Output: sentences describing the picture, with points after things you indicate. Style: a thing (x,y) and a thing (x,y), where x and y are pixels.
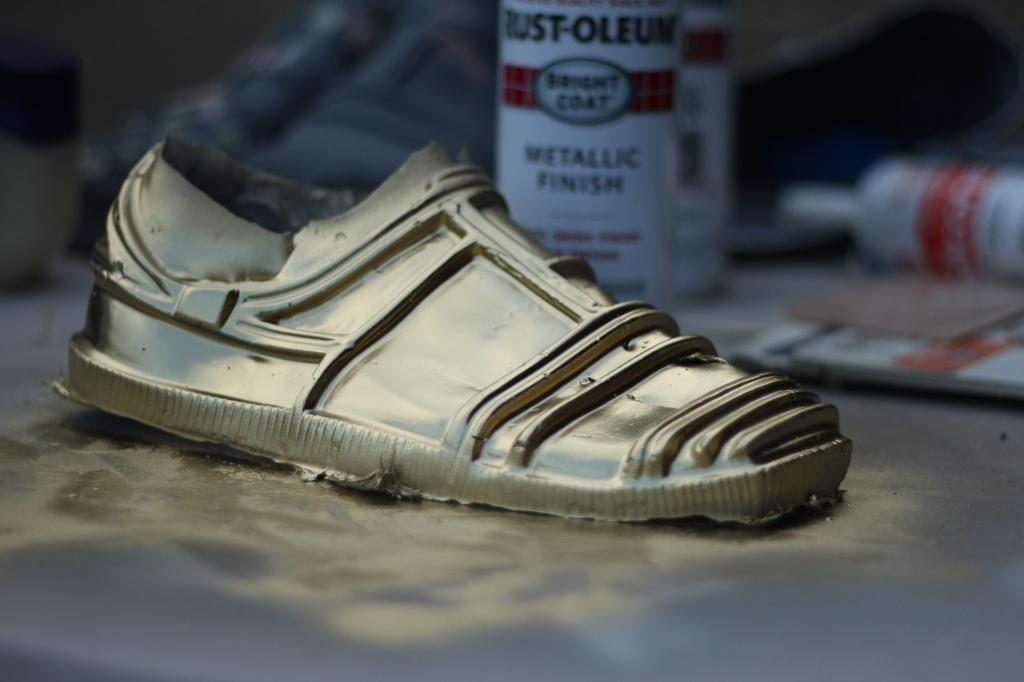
In this picture we can see footwear (606,443), bottles (563,226) and objects (874,49) on the platform (218,529). In the background of the image (837,76) it is blurry.
